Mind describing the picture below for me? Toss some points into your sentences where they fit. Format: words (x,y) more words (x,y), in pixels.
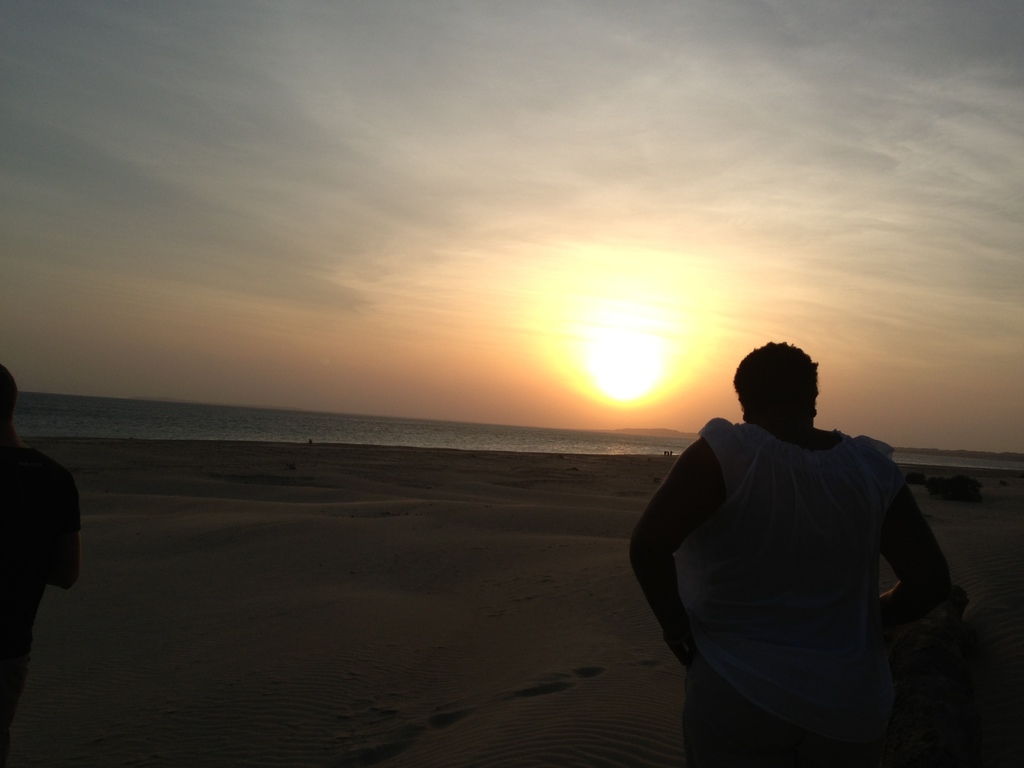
In the foreground (709,618) I can see two persons (769,657). In the background (531,442) I can see the ocean (27,413). On the top (528,185) I can see the sky (528,238) and the sun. This image is taken on the sandy beach (347,558).
